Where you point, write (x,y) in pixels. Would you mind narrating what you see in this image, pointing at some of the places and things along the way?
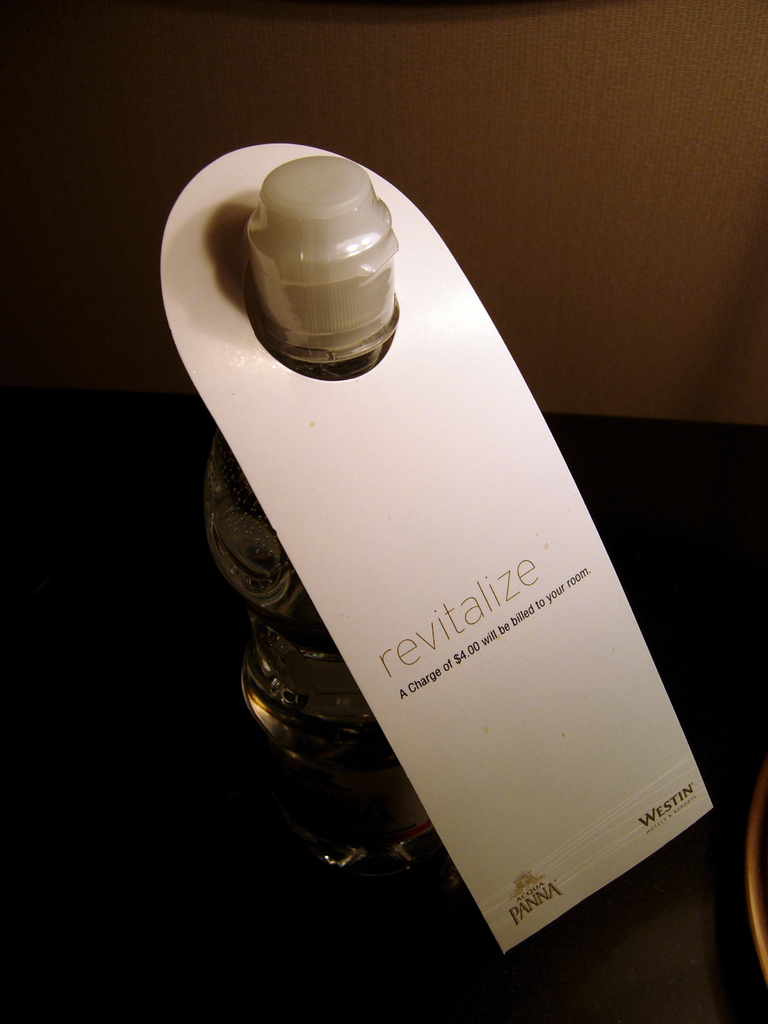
In this picture there is a bottle (300,621) which is named as Acqua Panna.
